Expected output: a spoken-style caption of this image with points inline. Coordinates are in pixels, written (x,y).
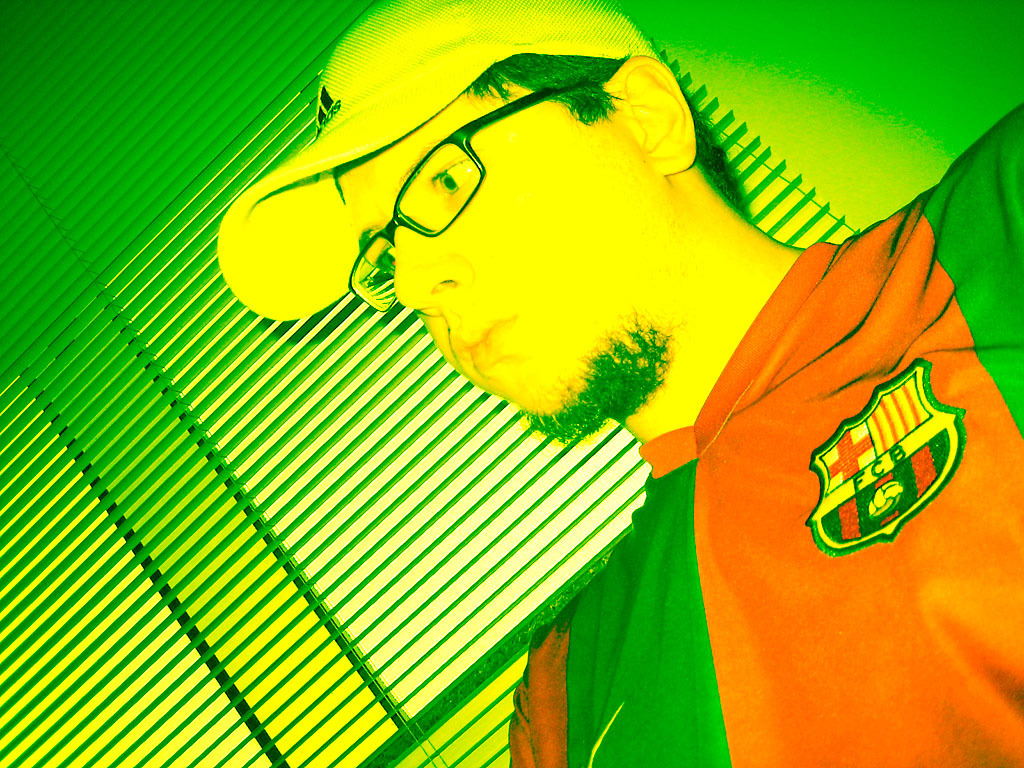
This is an edited image. In this picture, we see a man (858,511) is wearing the red and green T-shirt (745,586). He is wearing the spectacles (404,202) and a cap (407,78). Behind him, we see a green wall (821,98) and the window blind (225,529). In the background (166,188), it is green in color.
